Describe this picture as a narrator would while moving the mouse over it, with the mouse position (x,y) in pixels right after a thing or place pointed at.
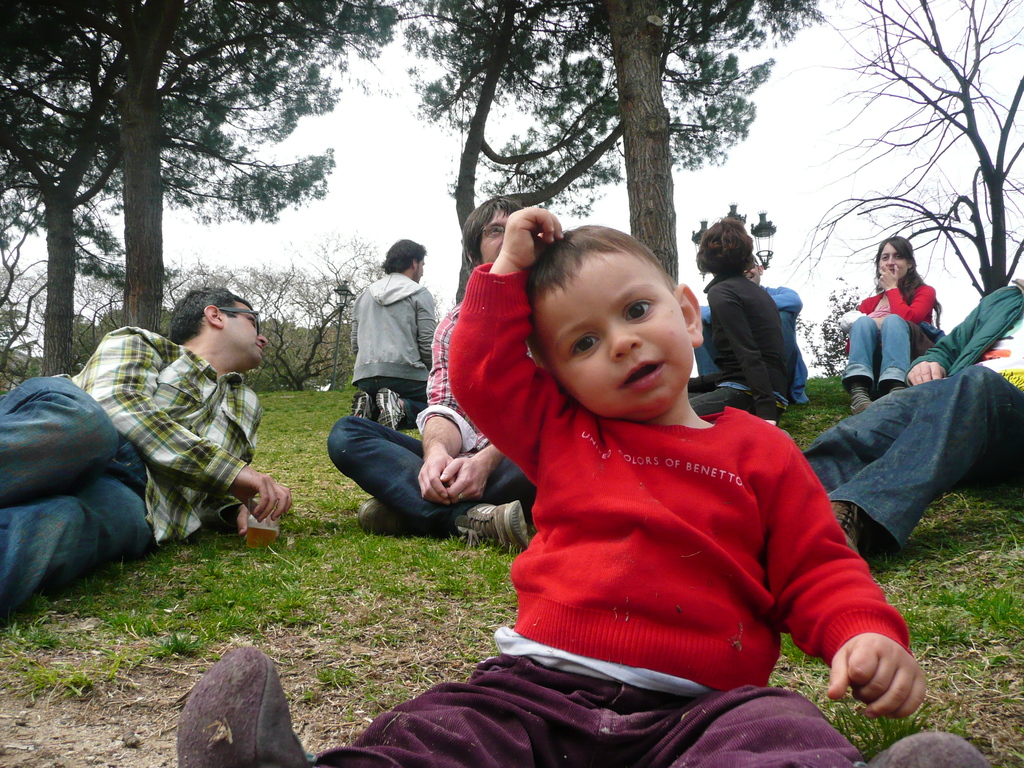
In front of the image there is a kid (552,559) sitting on the grass surface (391,625), behind the kid (624,452) there are a few people (864,350) sitting on the grass surface (302,395), behind them there are trees (160,261) and a lamp post (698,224).
